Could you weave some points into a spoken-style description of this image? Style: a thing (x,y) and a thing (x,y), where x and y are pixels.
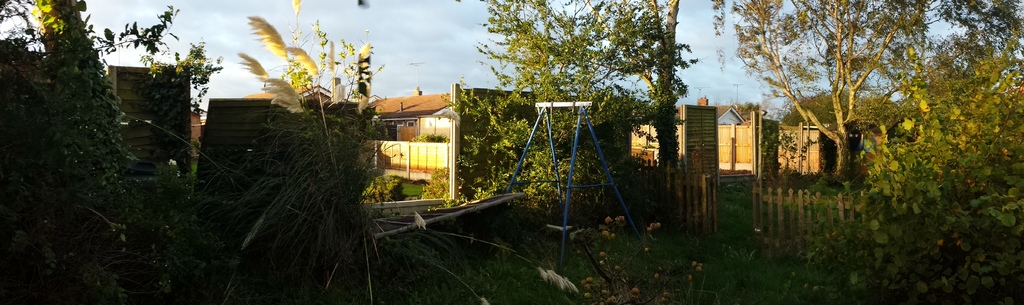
In this image, we can see sheds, trees (582,75), plants (286,188), a fence (418,171) and there is a stand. In the background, we can see poles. At the top (389,32), there is sky (360,45).
